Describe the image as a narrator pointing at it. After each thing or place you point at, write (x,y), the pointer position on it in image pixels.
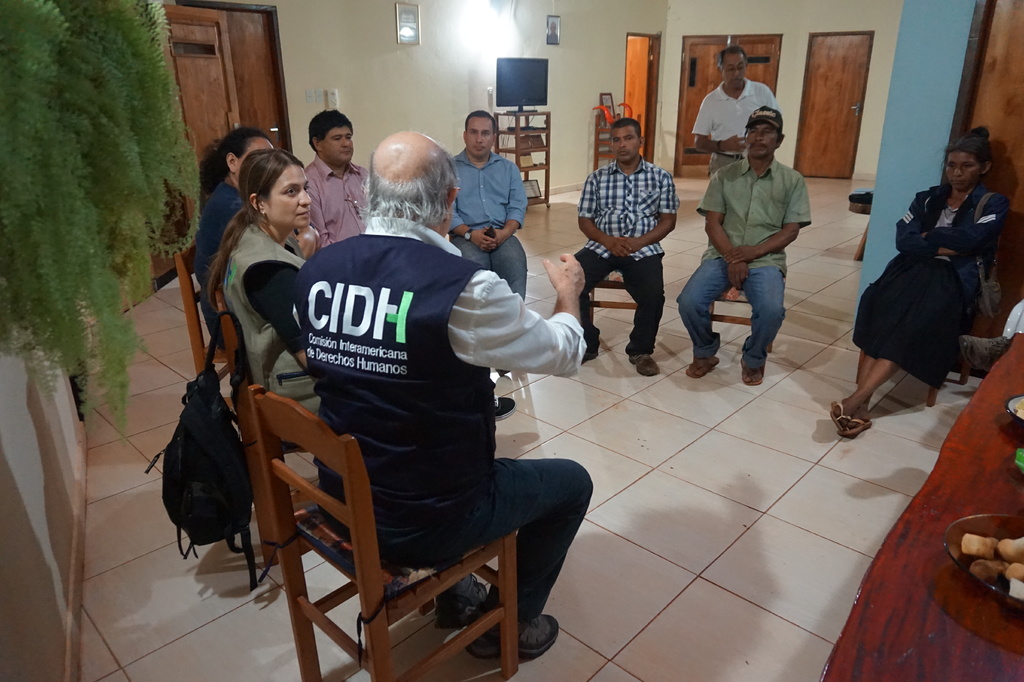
In this image I can see number of people (288,162) are sitting on chairs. In the background (703,132) I can see a man (740,77) is standing. Here I can see a television (545,85) and few frames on this wall (402,79).
